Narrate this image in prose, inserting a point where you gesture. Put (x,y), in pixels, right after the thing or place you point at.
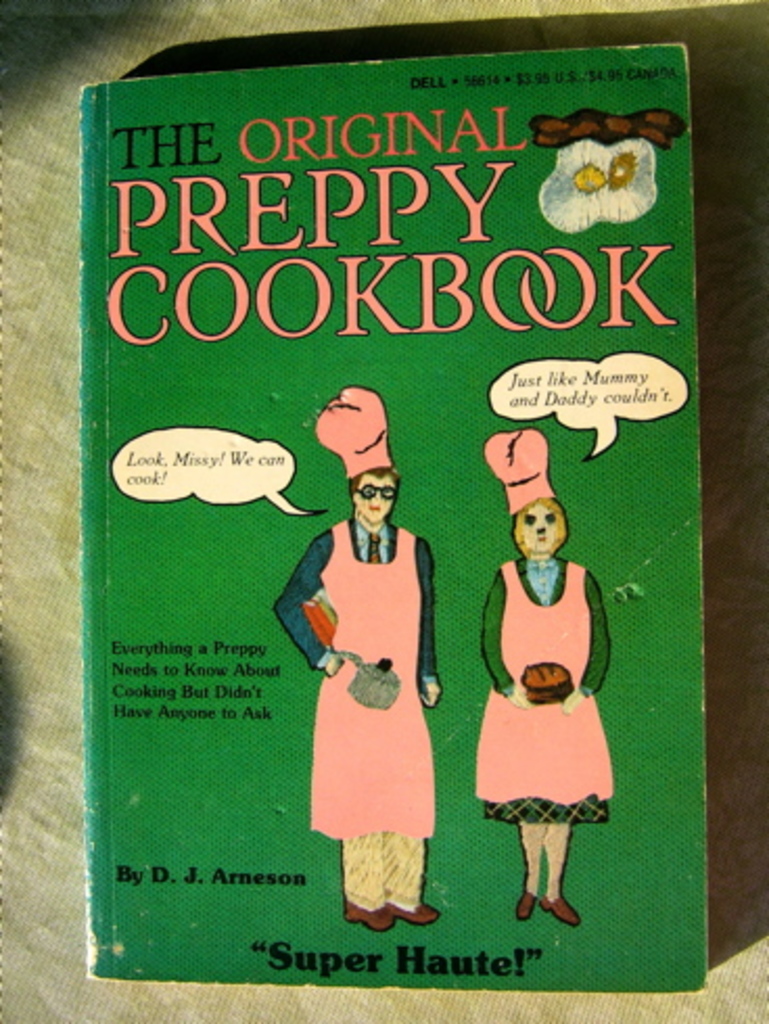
There is a book (505,757) with the name the original preppy cookbook. In the book (370,405) we can see two persons (368,425).
